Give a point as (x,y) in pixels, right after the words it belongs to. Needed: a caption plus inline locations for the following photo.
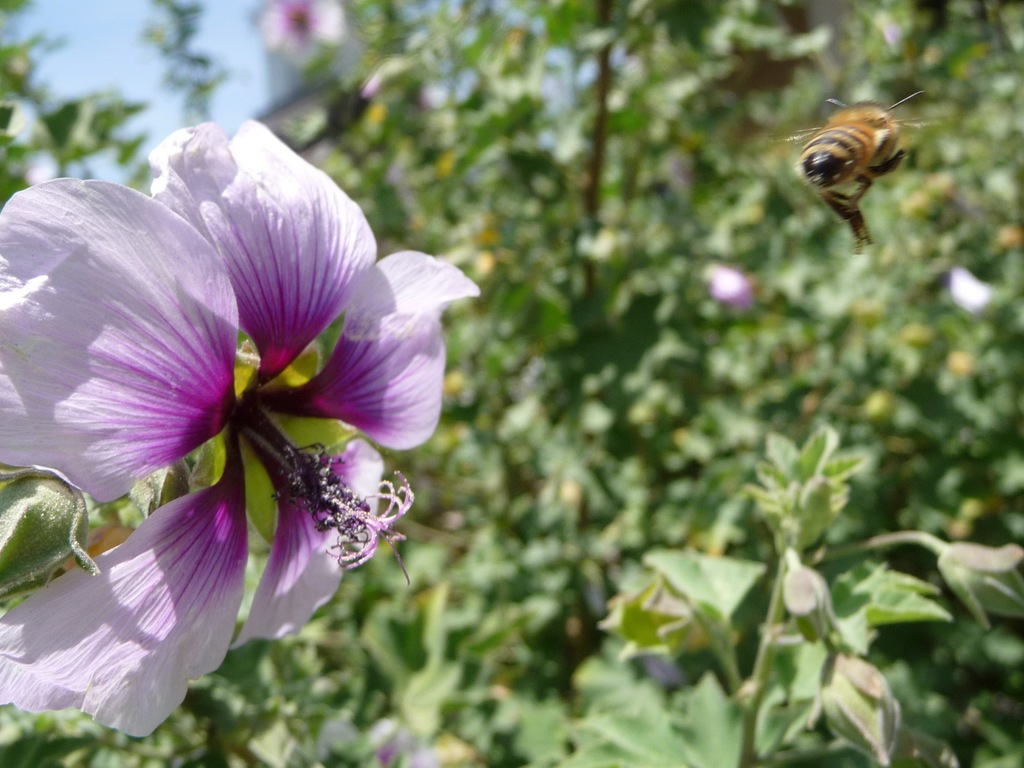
This image is taken outdoors. At the top of the image (148,60) there is the sky (263,75). In the background (488,592) there are many trees (691,83) and plants (622,124) with leaves (698,136), stems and branches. On the left side of the image (139,552) there is a flower (154,566), it is purple in color. On the right side of the image (847,141) a honey bee (860,156) is flying in the air (908,175).
